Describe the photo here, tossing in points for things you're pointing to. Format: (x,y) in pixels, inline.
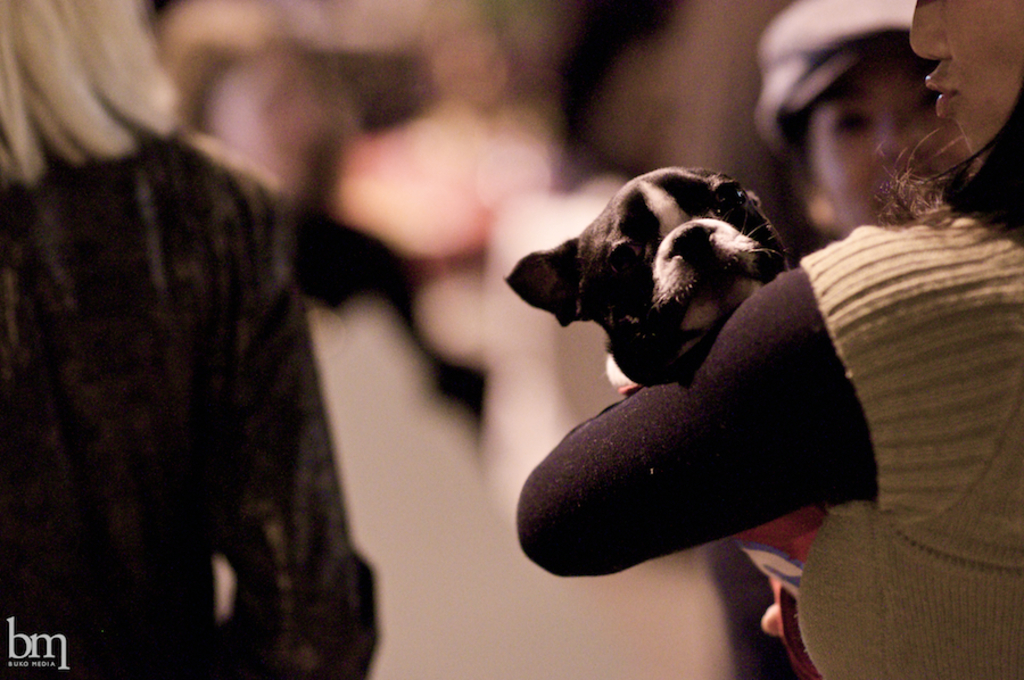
In this picture I can see few women (922,393) and I can see a woman (791,426) holding a dog (682,354) and I can see text (63,656) at the bottom left corner of the picture (65,628) and I can see blurry background (517,152).
